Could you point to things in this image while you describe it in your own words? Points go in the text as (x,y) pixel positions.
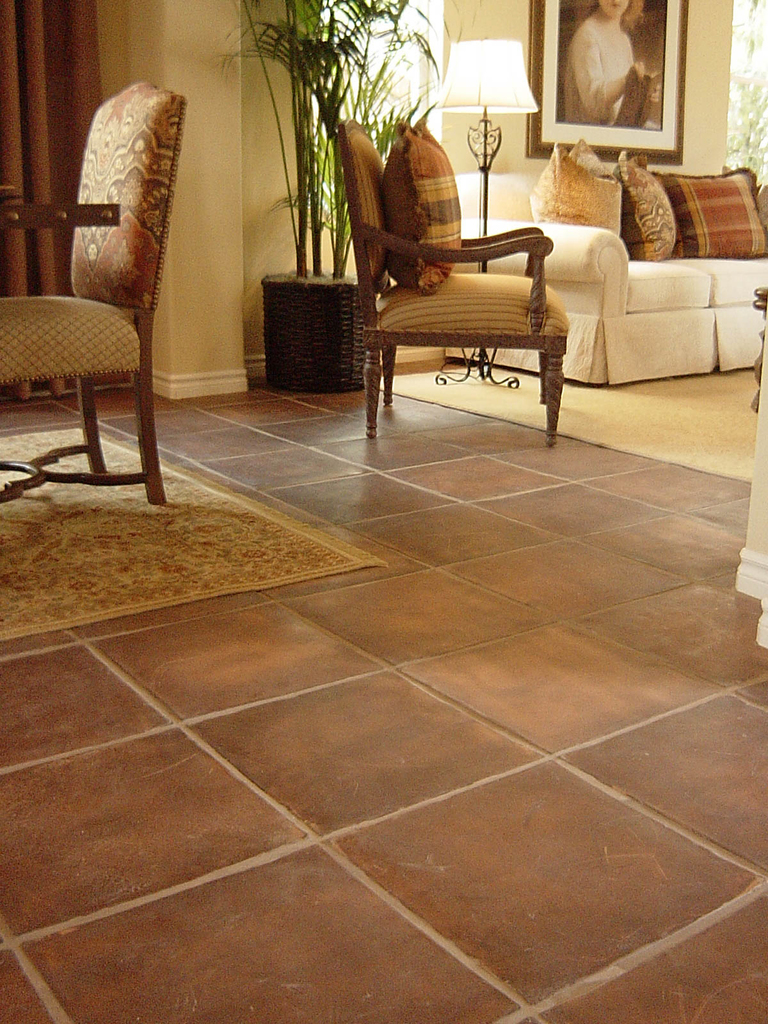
This is an image in the room (436,65). Here we have few chairs (44,317), and sofa set (617,275) with pillows (697,211) on it. This is a flower pot (332,350) with a plant (315,77). This is a photo frame (634,45) on the wall (475,8). This is the lamp light (487,143). These are the curtains (64,100) and this is the carpet (142,559) on the floor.
